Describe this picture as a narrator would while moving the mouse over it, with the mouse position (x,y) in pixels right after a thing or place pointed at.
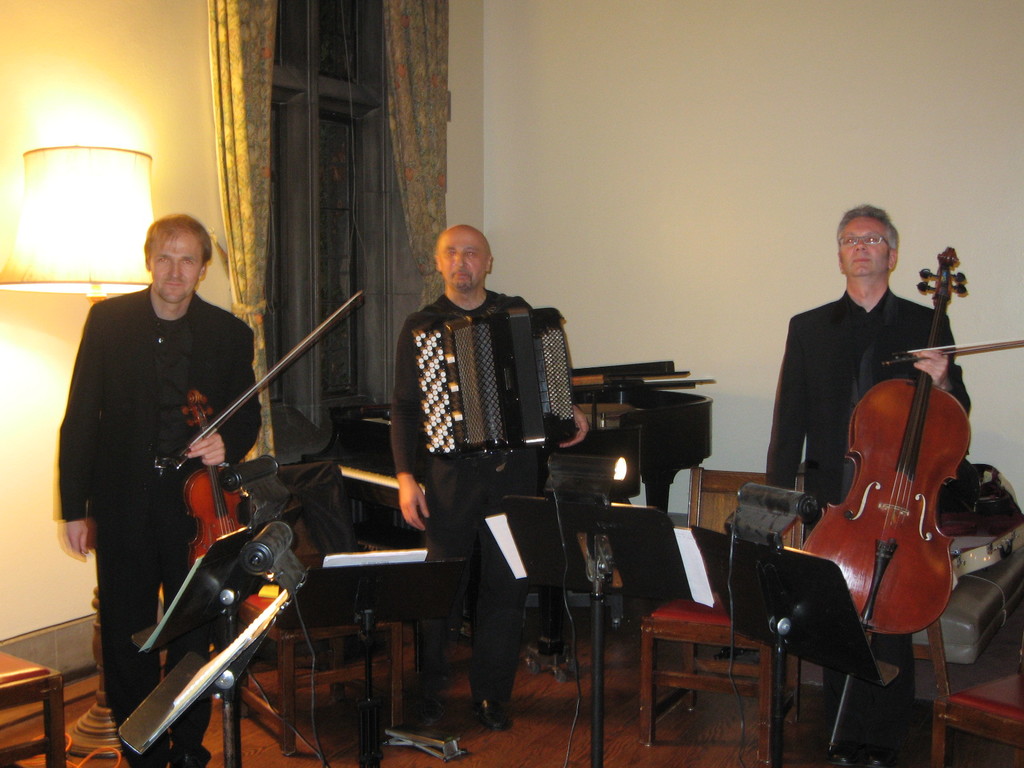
In This image there are three persons (110,683) standing wearing black suits (792,402). Person (865,219) at the right side (871,524) is holding a cello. Person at the middle (544,412) is holding a musical instrument (514,335). At the back side (563,618) there is a musical instrument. At the left side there is a lamp (93,733). Left corner (48,747) bottom there is a table (55,763).
